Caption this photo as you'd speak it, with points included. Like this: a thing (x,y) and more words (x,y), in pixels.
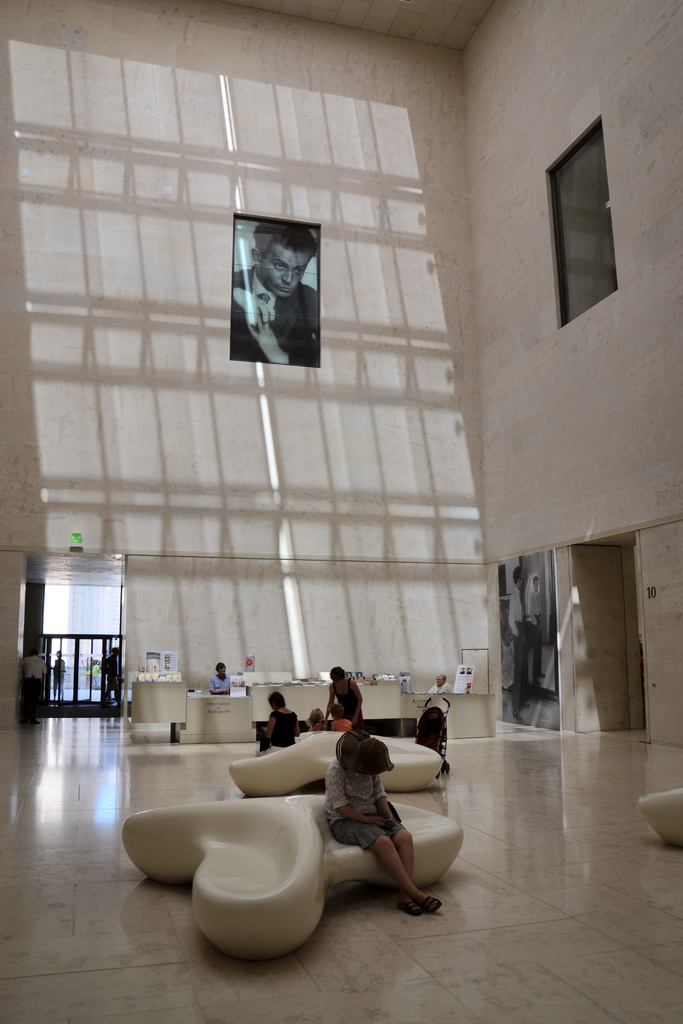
In this image there are some persons (311,717) who are sitting on a couch (342,851), and in the center (305,681) there is a reception (418,703) and one person (227,682) is sitting near the reception (137,695). And in the background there are some windows (92,587) and one photo frame (297,309) on the wall (145,131). On the right side (587,168) there are some glass windows (585,269), photo frame (523,682) and at the bottom (144,945) there is floor (605,792).
